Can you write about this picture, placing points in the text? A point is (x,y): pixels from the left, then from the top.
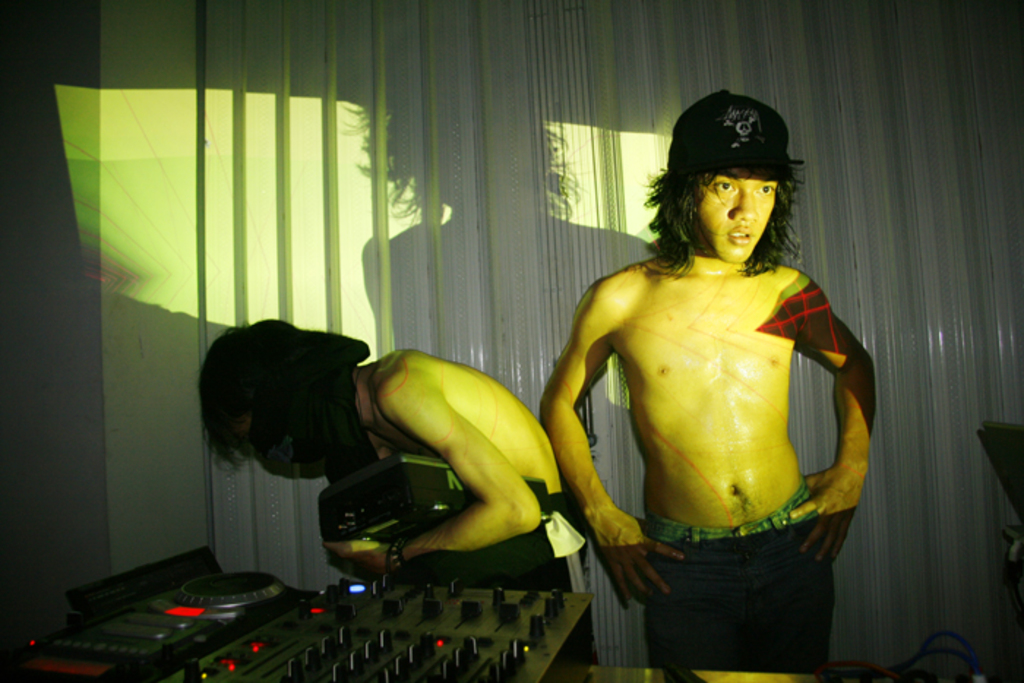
Here two people (664,424) are standing, here there is a musical instrument (271,619).
